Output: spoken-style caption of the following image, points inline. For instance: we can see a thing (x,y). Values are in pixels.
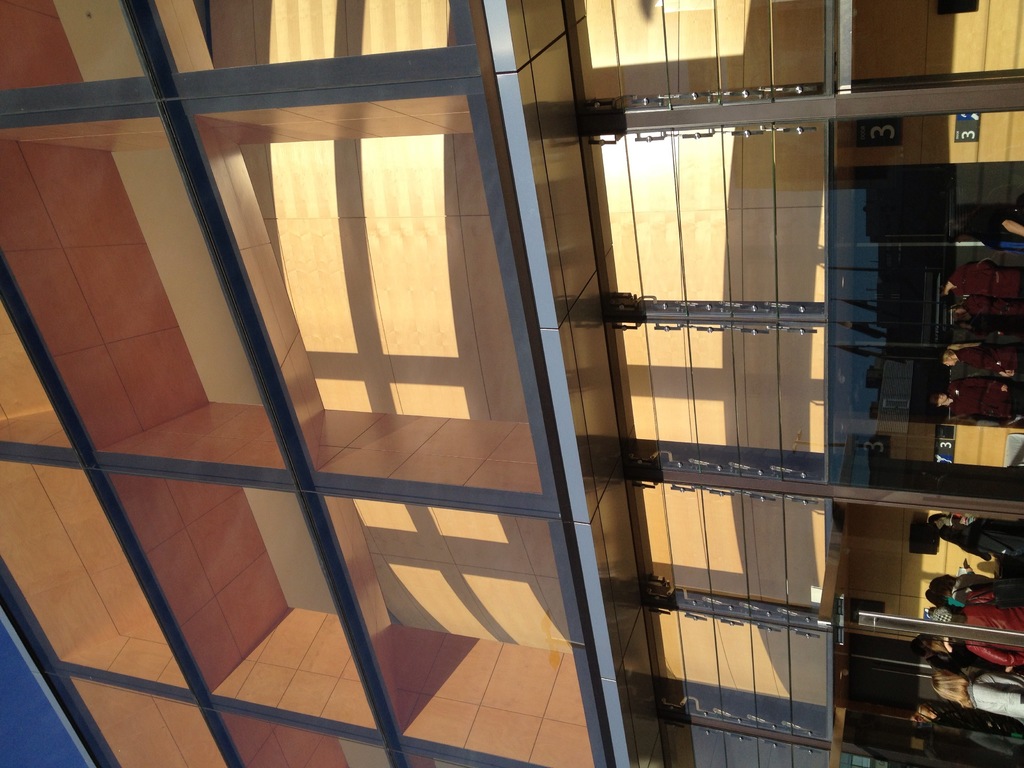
In this image, we can see a building (469,434) with pillars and glass (929,338). Right side of the image (1003,291), we can see a group of people (965,597) are standing. Here we can see some boards (889,130).
